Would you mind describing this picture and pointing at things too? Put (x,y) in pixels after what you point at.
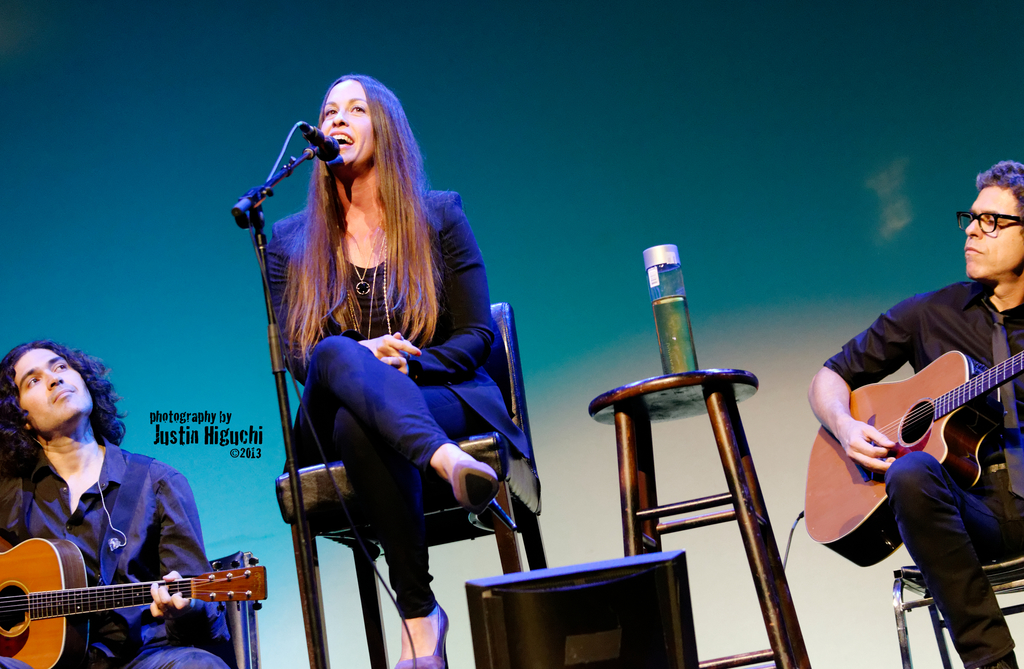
This is a picture of a three persons (18,518) are sitting on the chairs (488,438), the women (364,158) is singing a song and the two men (146,559) were playing the guitar (41,587) beside the man (856,454) there is a table (725,462) on the table (714,398) there is a bottle (668,314). Background of the person (846,394) is a sky blue.
